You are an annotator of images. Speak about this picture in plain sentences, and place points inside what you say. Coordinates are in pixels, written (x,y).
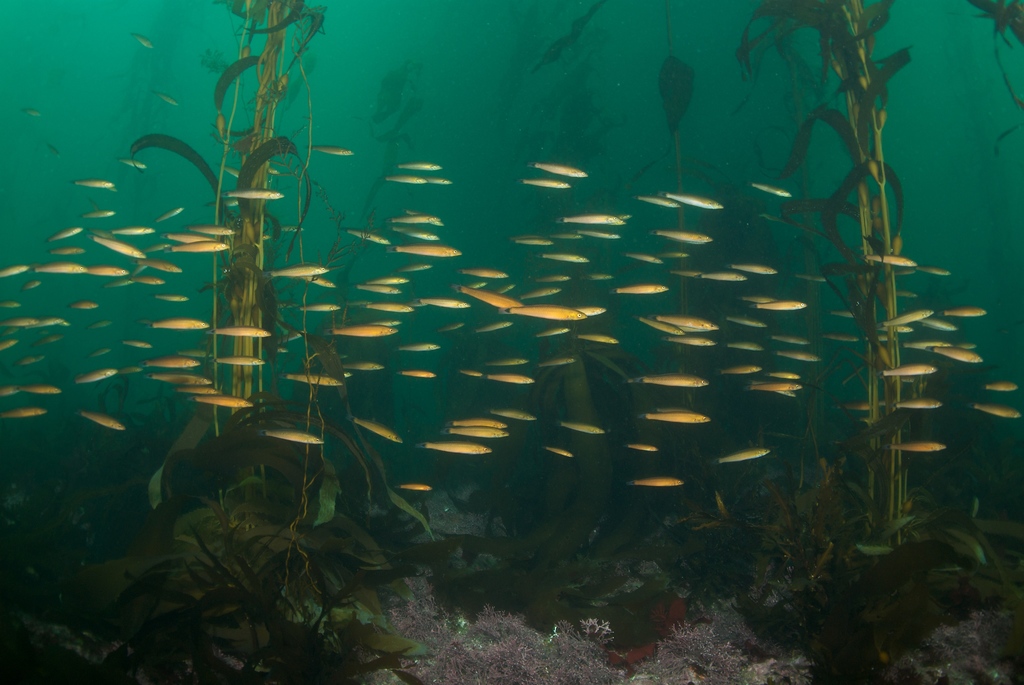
In the center of the image (500,339) we can see water (675,436). In the water (495,392), we can see plants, fishes (414,250) and a few other objects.
